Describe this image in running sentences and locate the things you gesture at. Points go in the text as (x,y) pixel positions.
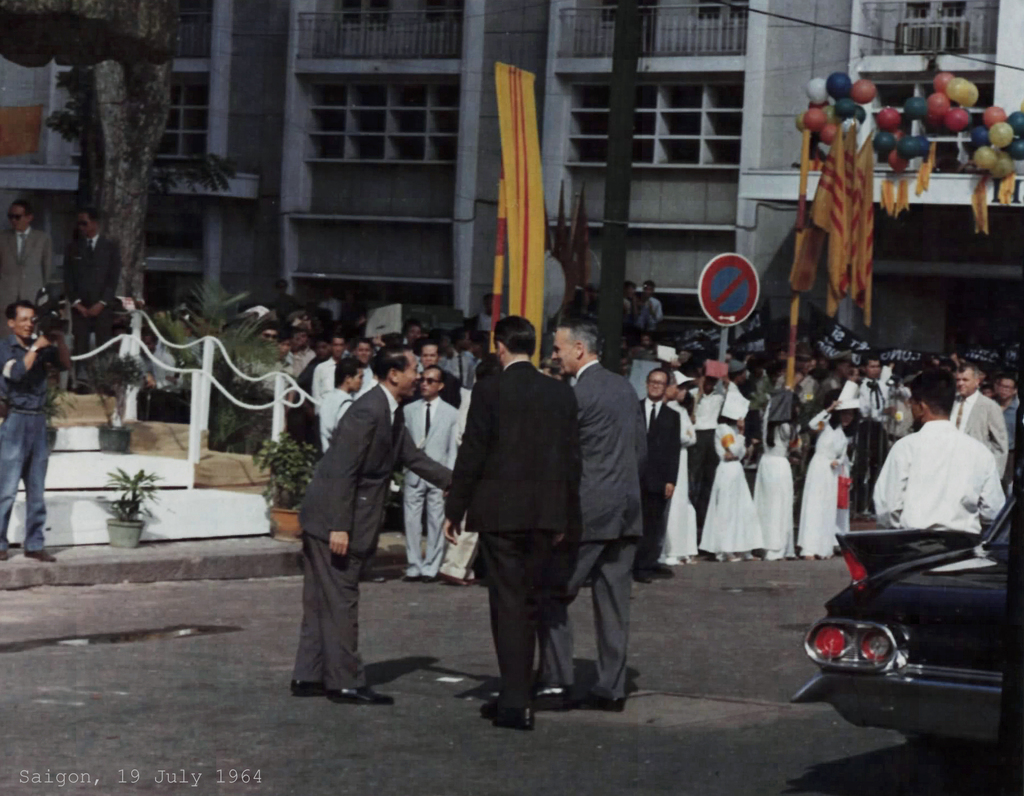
In this image I can see the group of people (653,375) standing. I can see few buildings (767,103), windows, flags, balloons (930,102), stairs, flower pots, trees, vehicle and few people (30,411) are holding cameras (40,304).
